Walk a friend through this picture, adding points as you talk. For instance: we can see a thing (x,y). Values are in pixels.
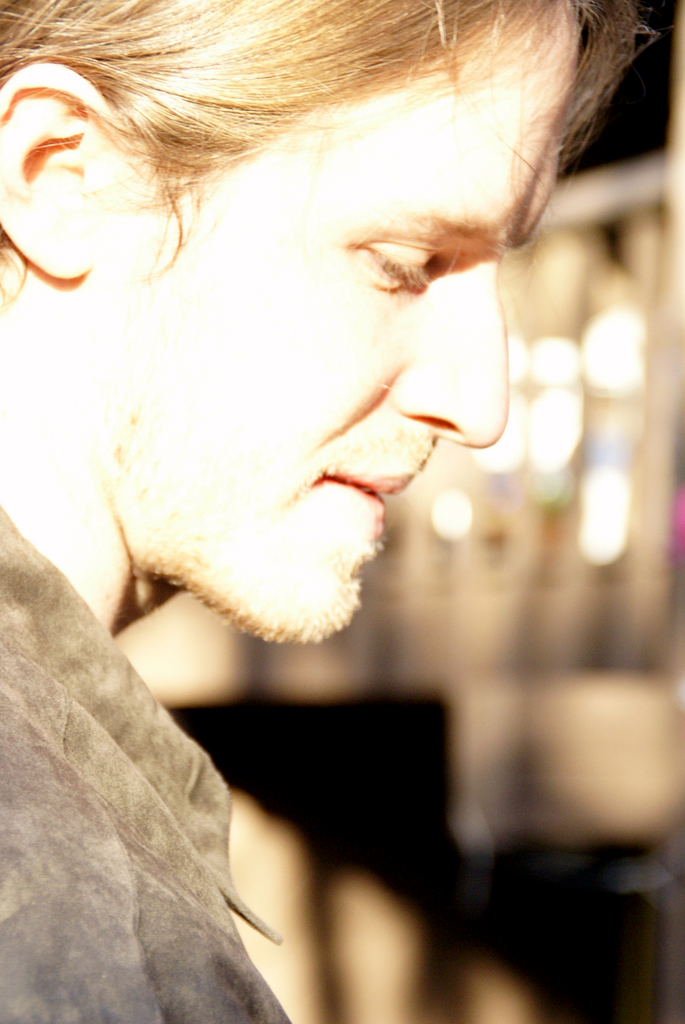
In this image I can see a person (237,263) with blonde hair (178,145) is wearing dress (112,834). In the background (444,789) I can see few other objects (493,668) which are blurry.
